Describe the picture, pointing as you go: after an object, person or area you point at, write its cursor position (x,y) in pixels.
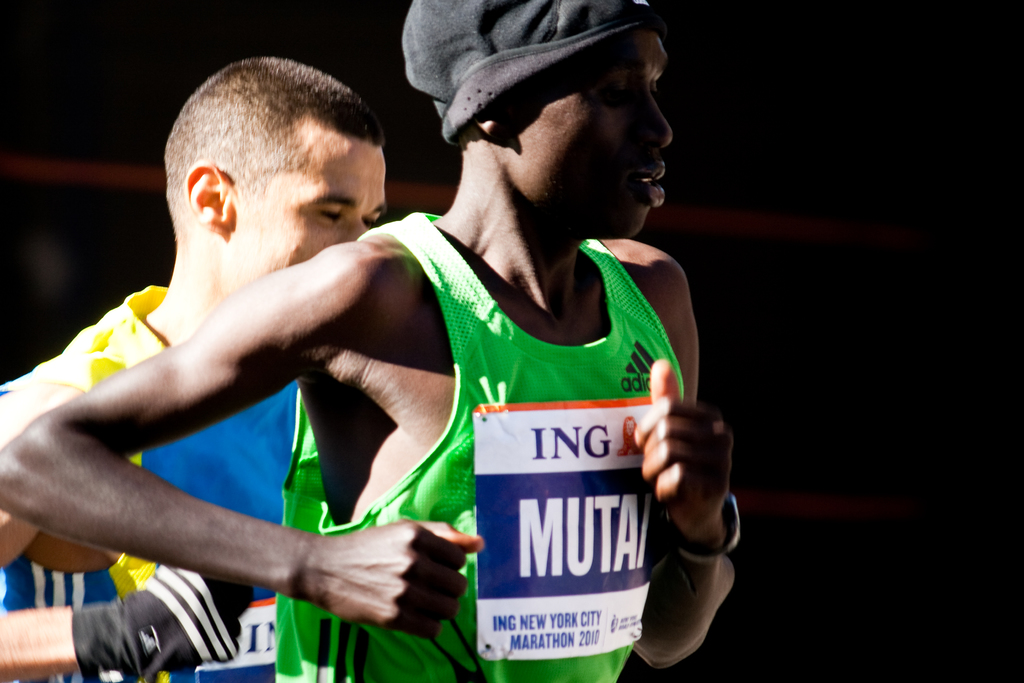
In this image there are two people (401,295). The background (832,571) is dark.
